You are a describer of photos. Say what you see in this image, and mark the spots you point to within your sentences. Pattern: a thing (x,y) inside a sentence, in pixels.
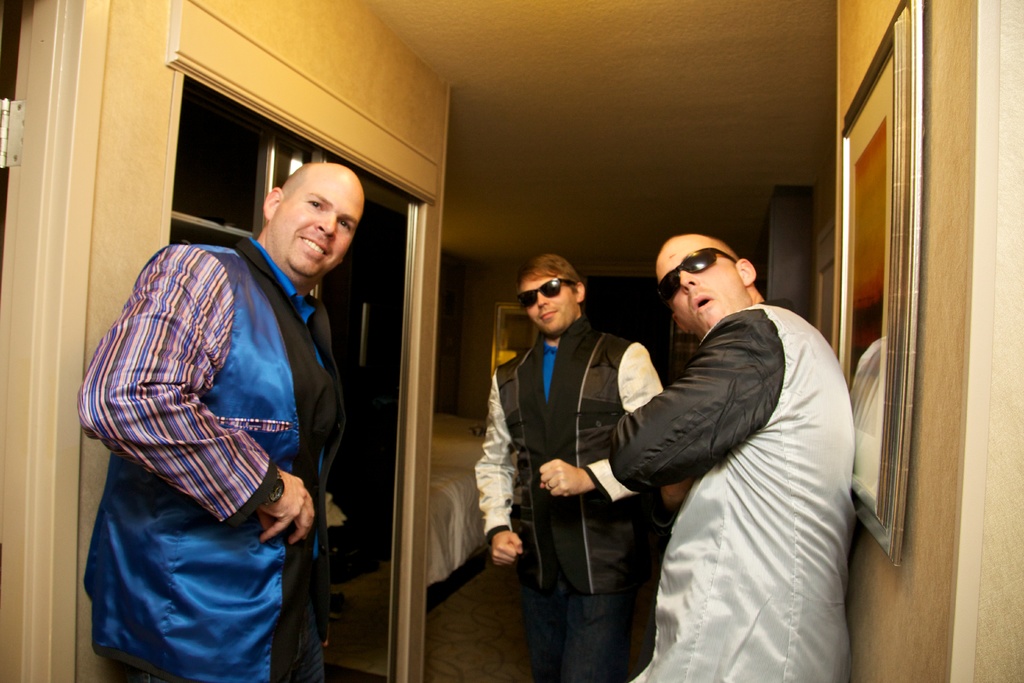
As we can see in the image there is a door (331,285), three people (806,437) standing in the front (576,499), bed (446,506) and in the background (510,339) there is a mirror (502,321).
